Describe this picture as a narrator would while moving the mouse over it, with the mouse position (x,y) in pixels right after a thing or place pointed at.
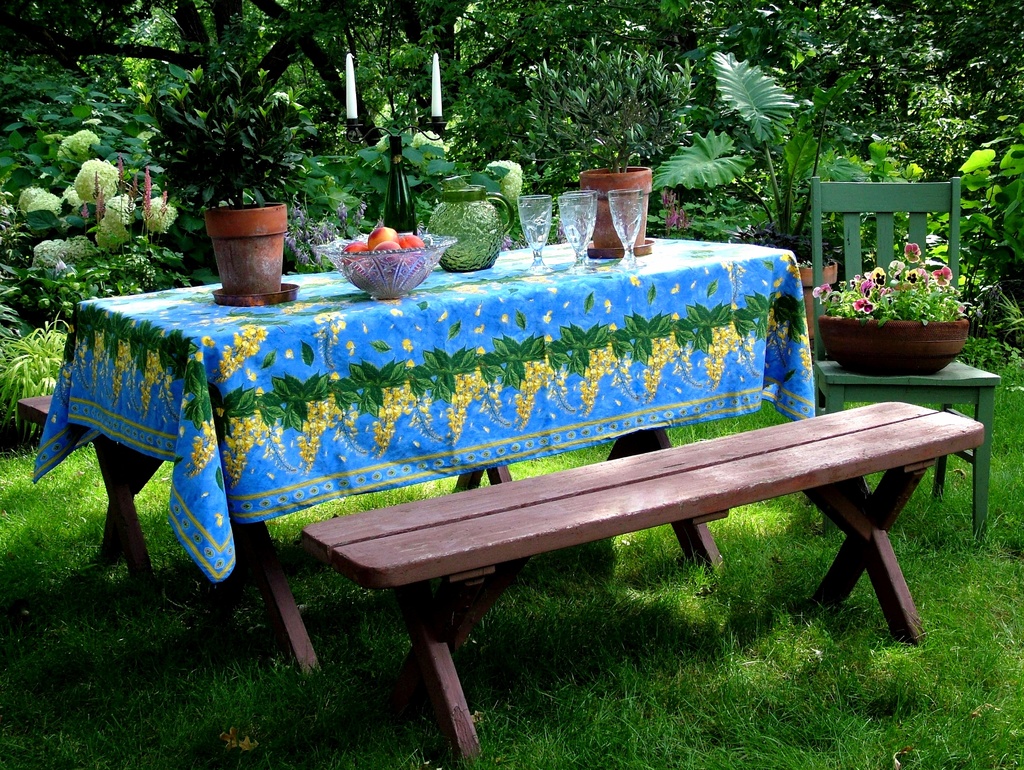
In this picture we can see a table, bench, plants (43,115), trees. On the table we can find a table cloth (547,429) on that we can see some plants (611,152), bowl of fruits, glasses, jug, and candles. Beside to it there is a chair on that we can find a flowers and plant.
